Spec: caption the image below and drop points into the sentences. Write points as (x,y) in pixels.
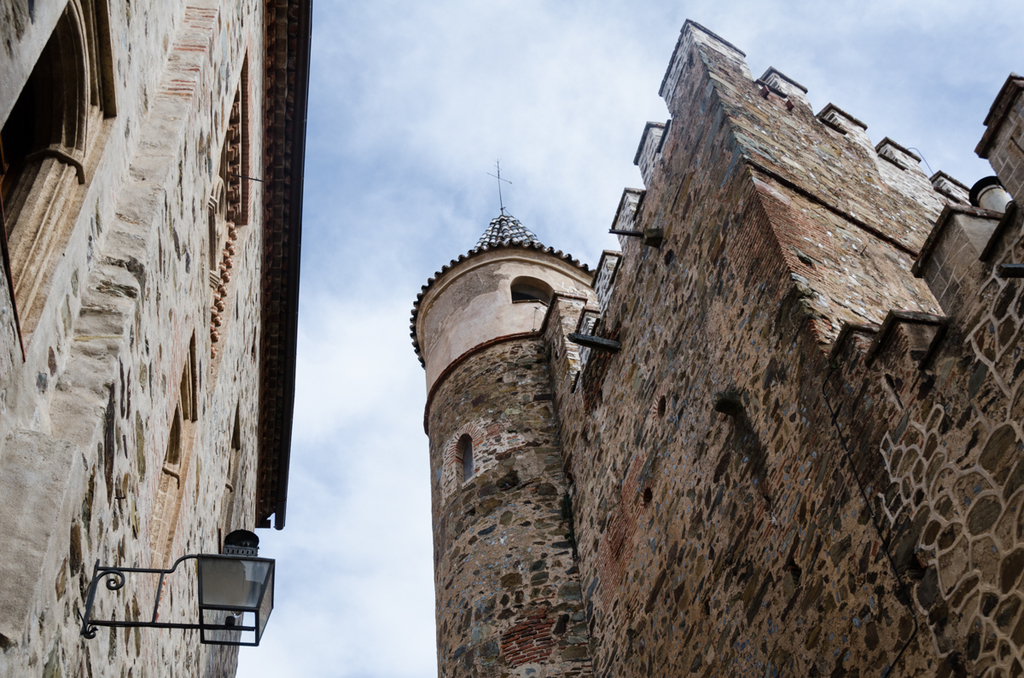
In the picture we can see a historical building (741,301) and to the opposite to it, we can see another building (112,659) with a lamp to the wall (152,549) and we can also see some window (178,429) and in the background (427,83) we can see a sky (413,91) with clouds (354,440).
